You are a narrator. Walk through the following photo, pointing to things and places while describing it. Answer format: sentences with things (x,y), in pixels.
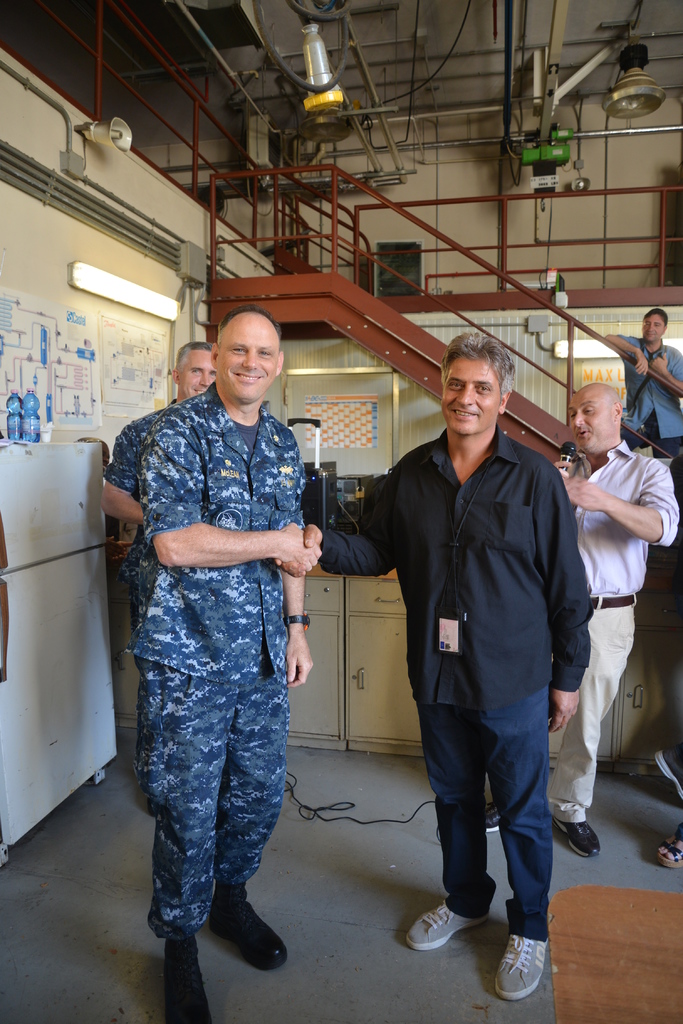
In this picture we can see tube lights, mic (571,455), cupboards (372,622), wire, fences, rods (507,49), bottles (32,406), posters (132,334) and a group of people (582,389) standing and smiling and in the background (594,367) we can see some objects (119,140).
